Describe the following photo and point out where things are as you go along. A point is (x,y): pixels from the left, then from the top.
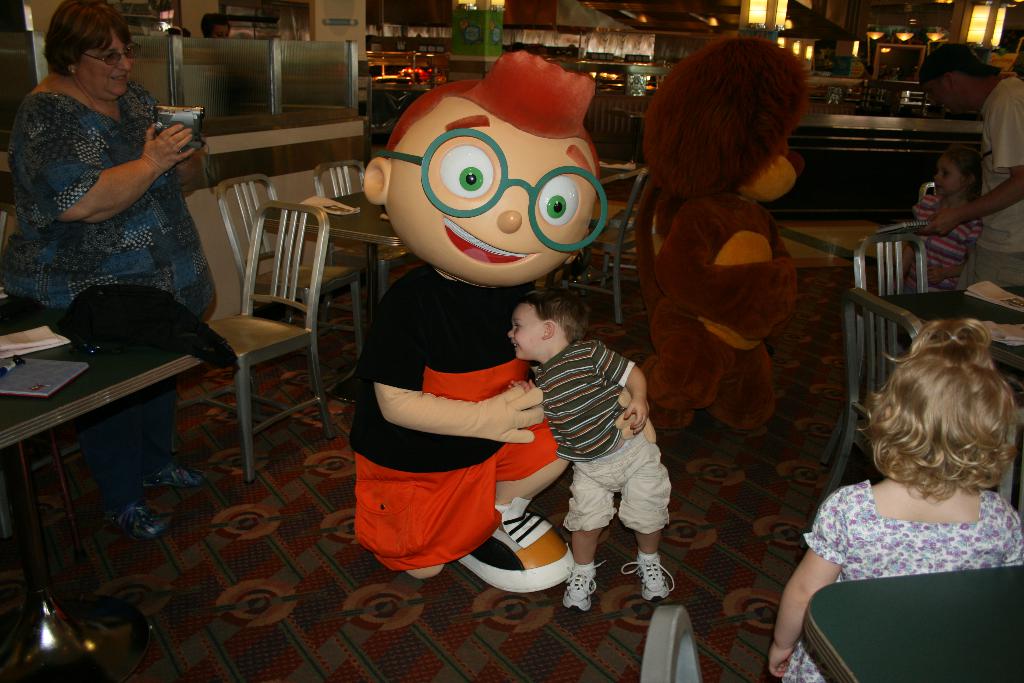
In this picture there is a man (551,211) wearing cartoon costume (496,384) holding a small boy (583,360) beside him. On the left side (105,280) there is a old women (90,245) wearing blue color shirt (84,238) standing and smiling. In the background (214,217) there is a view of the restaurant (317,96) with some dining tables (362,238) and chairs (310,273).
